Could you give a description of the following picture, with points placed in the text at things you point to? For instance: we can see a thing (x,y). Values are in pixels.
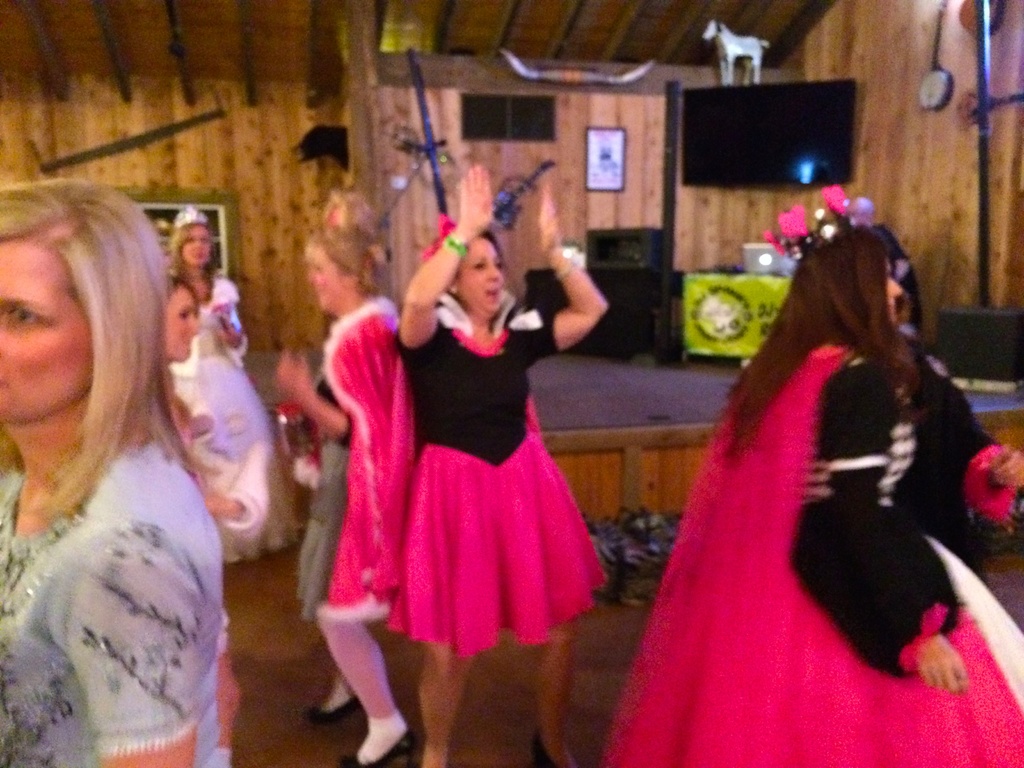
This picture is clicked inside the room (648,274). In the center (420,440) we can see the group of persons (435,400) wearing dresses (765,497) and seems to be dancing. On the left (170,320) we can see the group of persons (220,496) seems to be standing. In the background (634,190) we can see the wall (651,131), television (725,157), toy of an animal (730,59), picture frame (592,139) hanging on the wall (616,216) and many other objects (993,316).
